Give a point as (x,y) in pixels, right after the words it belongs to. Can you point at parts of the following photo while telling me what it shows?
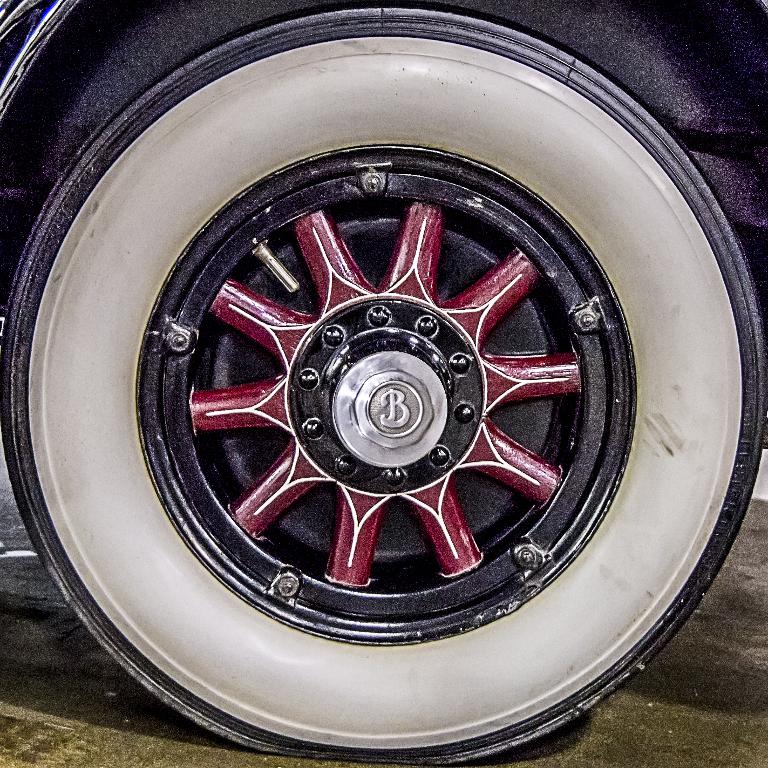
In this picture we can see a wheel (149,464) of the vehicle (234,592) on the ground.
